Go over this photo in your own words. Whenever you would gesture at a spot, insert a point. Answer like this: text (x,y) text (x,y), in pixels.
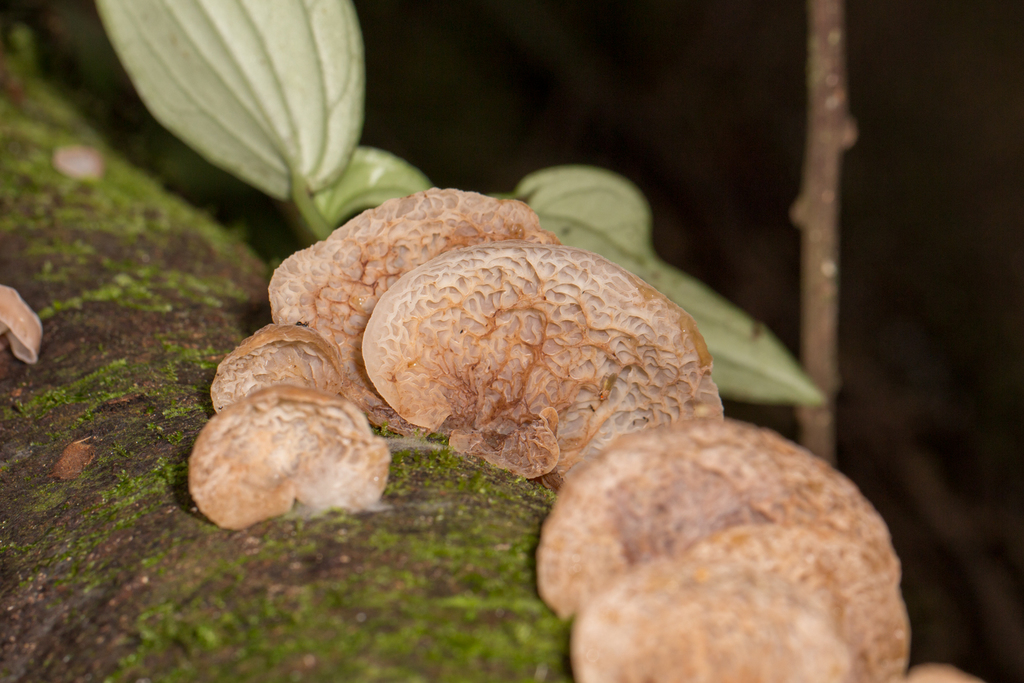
In this image there are mushrooms (580,473) on a mossy log (365,557). Beside the mushrooms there are leaves (747,363).
